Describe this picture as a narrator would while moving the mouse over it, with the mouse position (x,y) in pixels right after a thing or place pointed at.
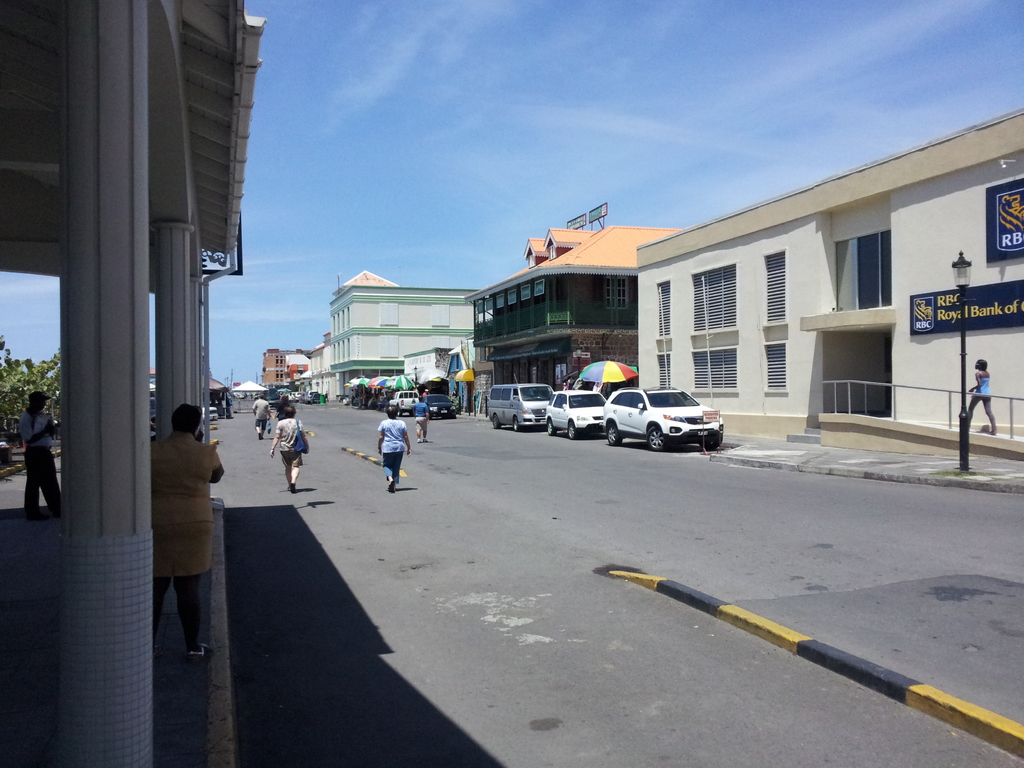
This is the picture of a city (552,381). In this image there are group of people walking and there are vehicles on the road (931,523). At the back (541,268) there are buildings (707,343) and trees (55,385) and there are umbrellas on the footpath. On the right side of the image (1011,252) there is a pole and there are hoardings (1011,291) on the building (968,371) and there is a text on the hoardings (992,291). At the top (428,226) there is sky (428,226). At the bottom (513,642) there is a road (529,654).
